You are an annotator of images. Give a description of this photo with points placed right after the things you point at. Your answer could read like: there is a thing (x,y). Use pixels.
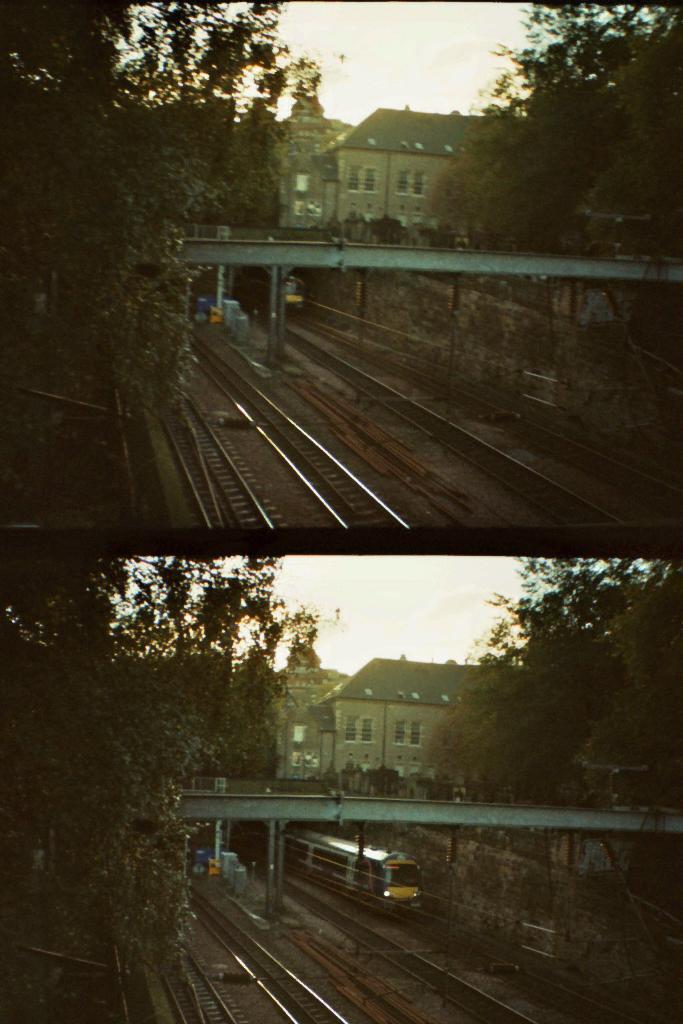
This is a collage image. In this image I can see buildings (375,716), railway tracks (393,354), trees (256,636), a train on a railway track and some other objects (477,802). In the background (332,648) I can see the sky (324,658).
